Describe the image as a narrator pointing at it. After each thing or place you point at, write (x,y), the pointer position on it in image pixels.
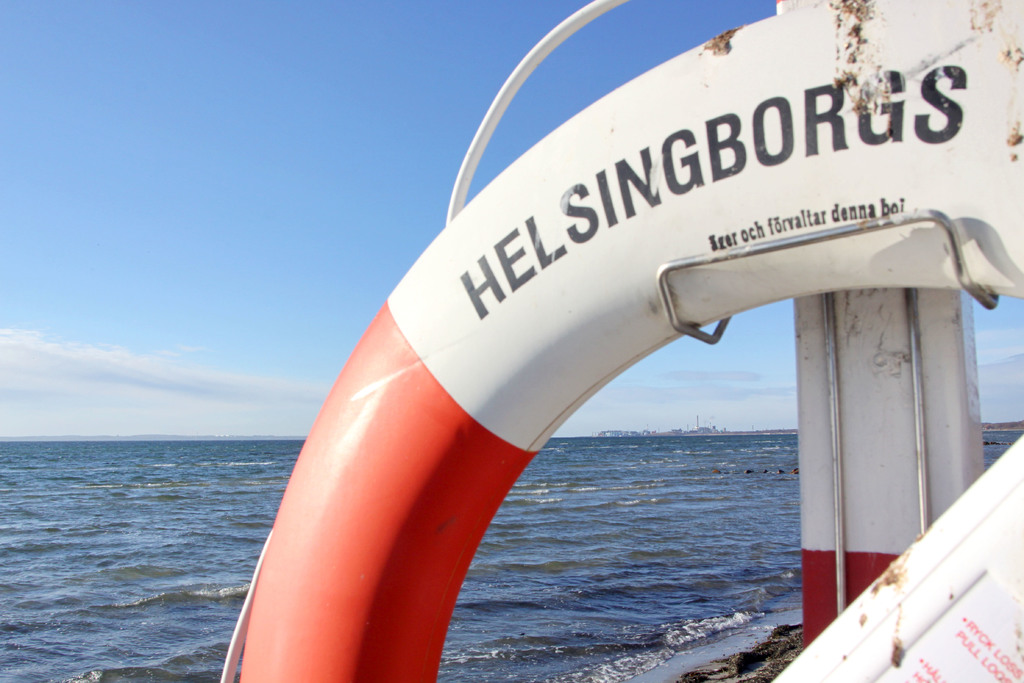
In this image, we can see an object (878,278). There is a beach (475,631) at the bottom of the image (649,503). At the top of the image (447,37), we can see the sky (526,27).
